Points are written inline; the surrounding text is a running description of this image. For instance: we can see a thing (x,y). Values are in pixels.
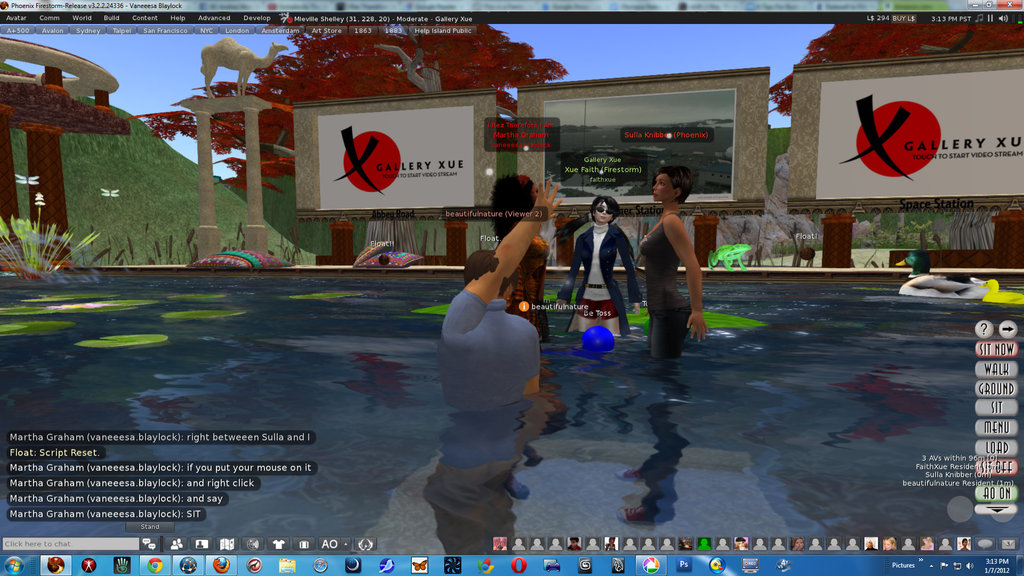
This is an animation picture. This is on a computer screen (285,553). At the bottom (617,553) there are icons (645,555) and something is written. There are some people (498,248) in the water (623,416). In the back (549,127) there are boards (365,99), statue (231,59), sky (132,62) and trees (916,36).
